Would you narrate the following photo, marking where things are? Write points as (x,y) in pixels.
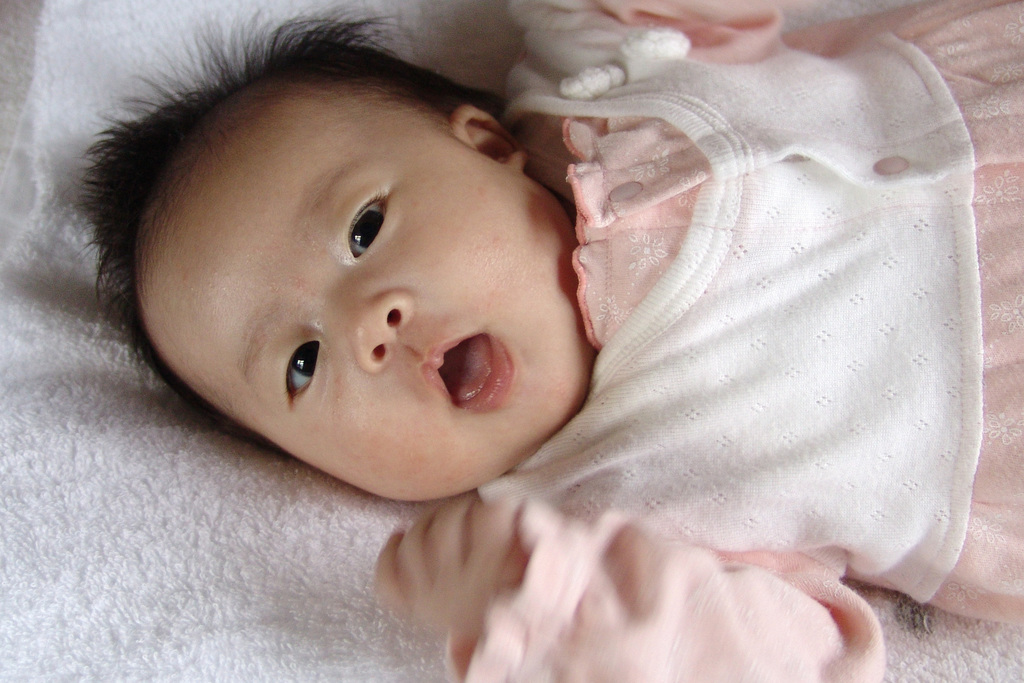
In the center of this picture (481,398) we can see an Infant (619,153) lying on a white color object (251,561).
